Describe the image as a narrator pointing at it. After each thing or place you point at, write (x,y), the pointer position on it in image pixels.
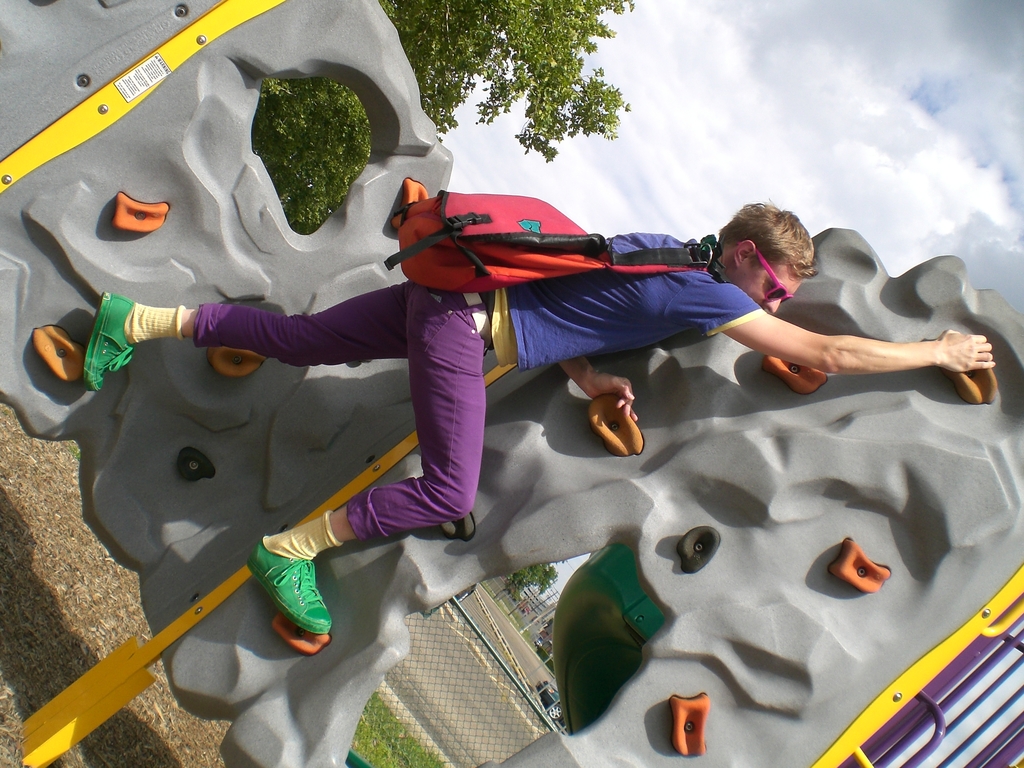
In this picture there is a boy (689,320) wearing blue color t-shirt (623,339) and purple jeans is climbing on the artificial mountain (857,495). Behind there is a net grill (474,694) and some trees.
